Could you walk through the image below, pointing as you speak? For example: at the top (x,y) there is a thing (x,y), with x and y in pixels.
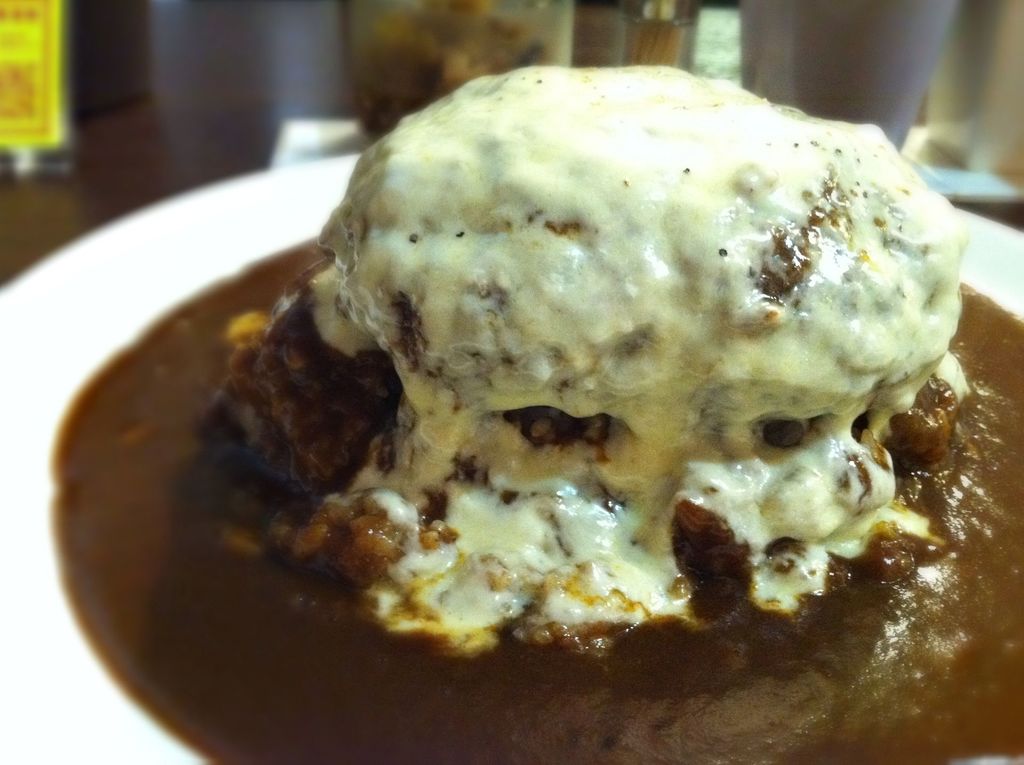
In this image we can see a curry dish (273,422) on the serving plate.
